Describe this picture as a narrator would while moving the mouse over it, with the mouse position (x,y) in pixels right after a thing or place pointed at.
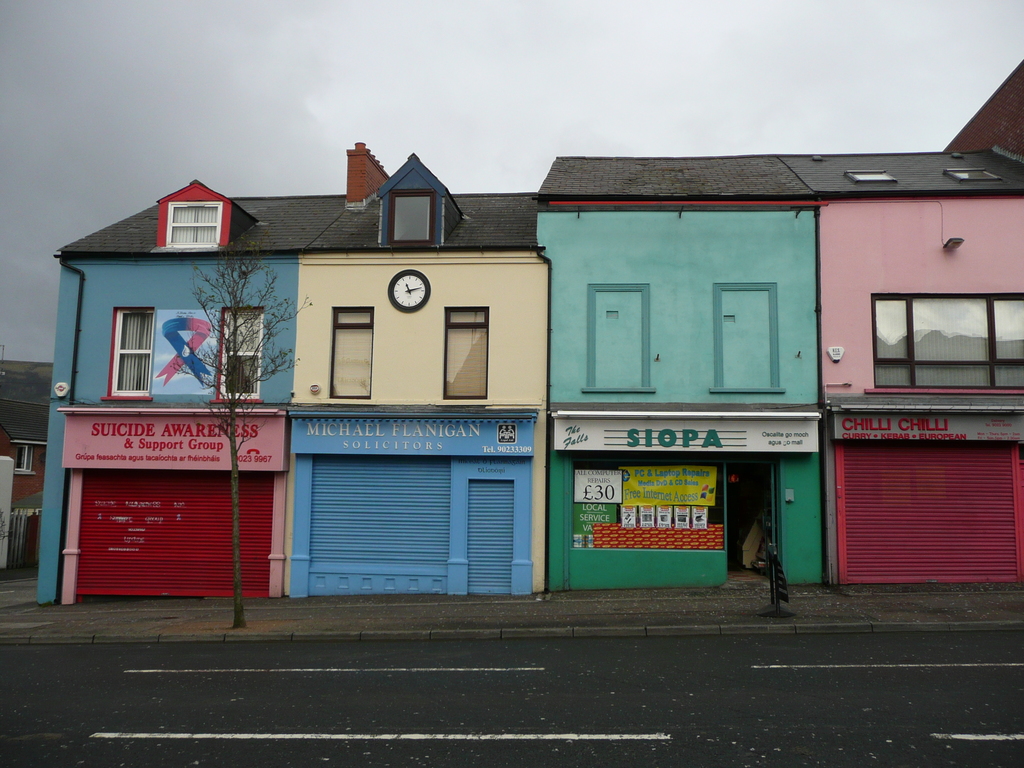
In this image I can see a road (272,692) in the front (463,700) and on it I can see few white lines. In the background (310,557) I can see few buildings (184,548), a tree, number of boards (326,437) and a clock (419,296) on the building (440,345). I can also see something is written on these boards (669,436). On the top side of this image (353,83) I can see the sky (404,135).
